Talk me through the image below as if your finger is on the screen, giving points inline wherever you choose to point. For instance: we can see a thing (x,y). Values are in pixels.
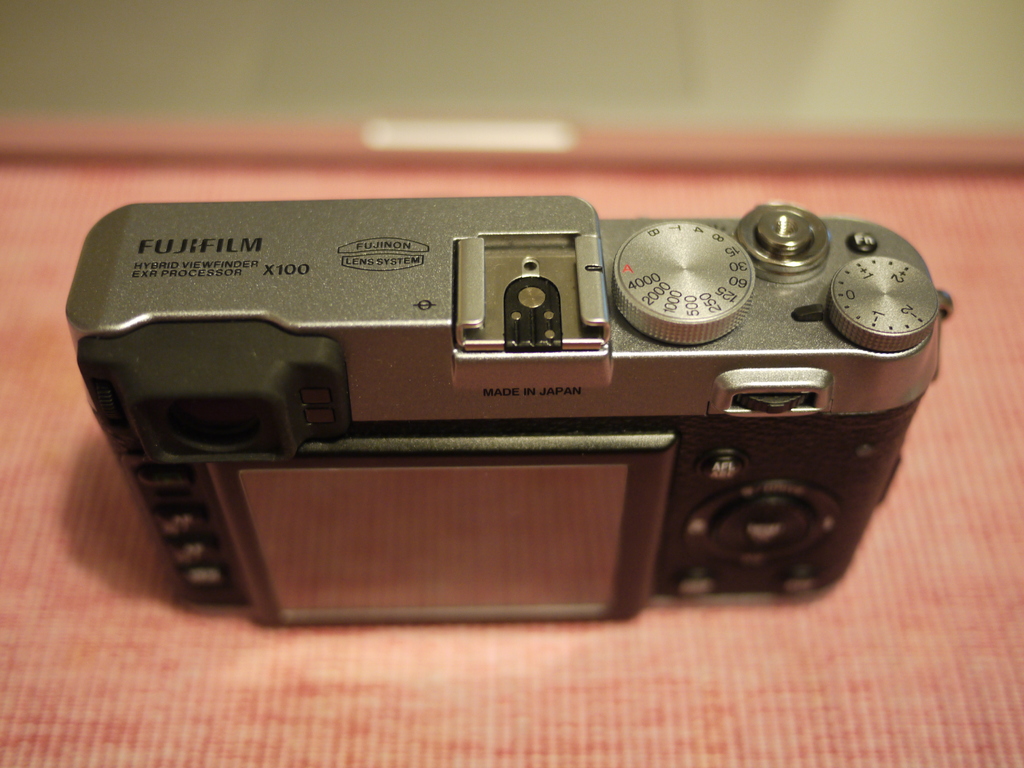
In this picture we can see a camera (179,575) on the platform (325,652). In the background of the image (260,116) it is blurry.
